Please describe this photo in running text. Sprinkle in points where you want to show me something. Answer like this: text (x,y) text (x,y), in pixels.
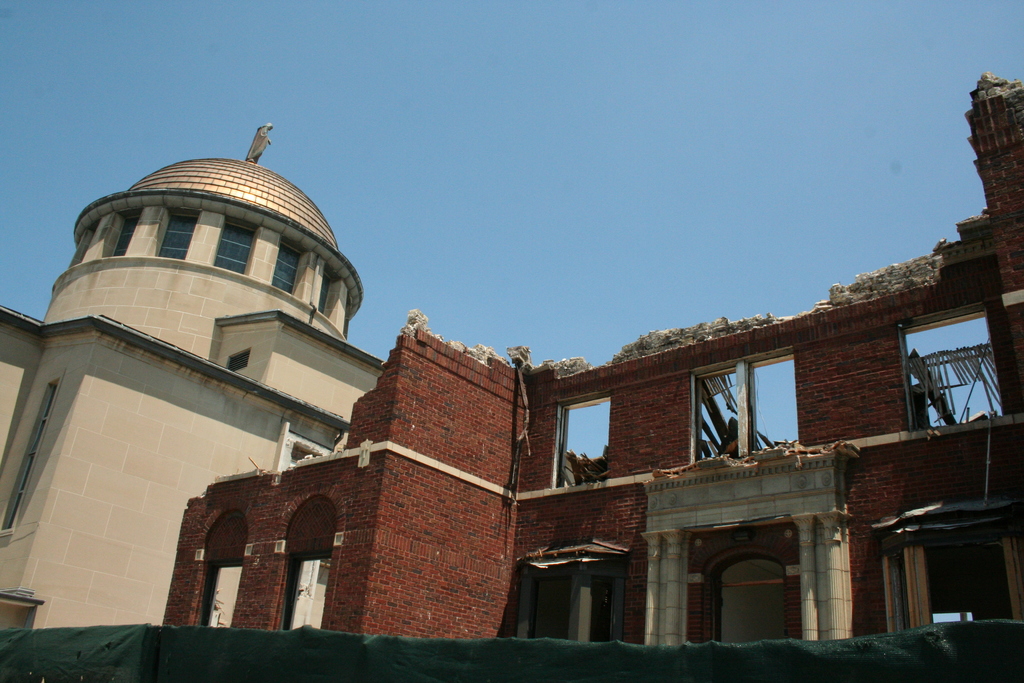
In this image we can see a broken building (545,488). To the left side of the image (212,321) there is a house (131,307). At the top of the image (437,48) there is sky (388,103).
